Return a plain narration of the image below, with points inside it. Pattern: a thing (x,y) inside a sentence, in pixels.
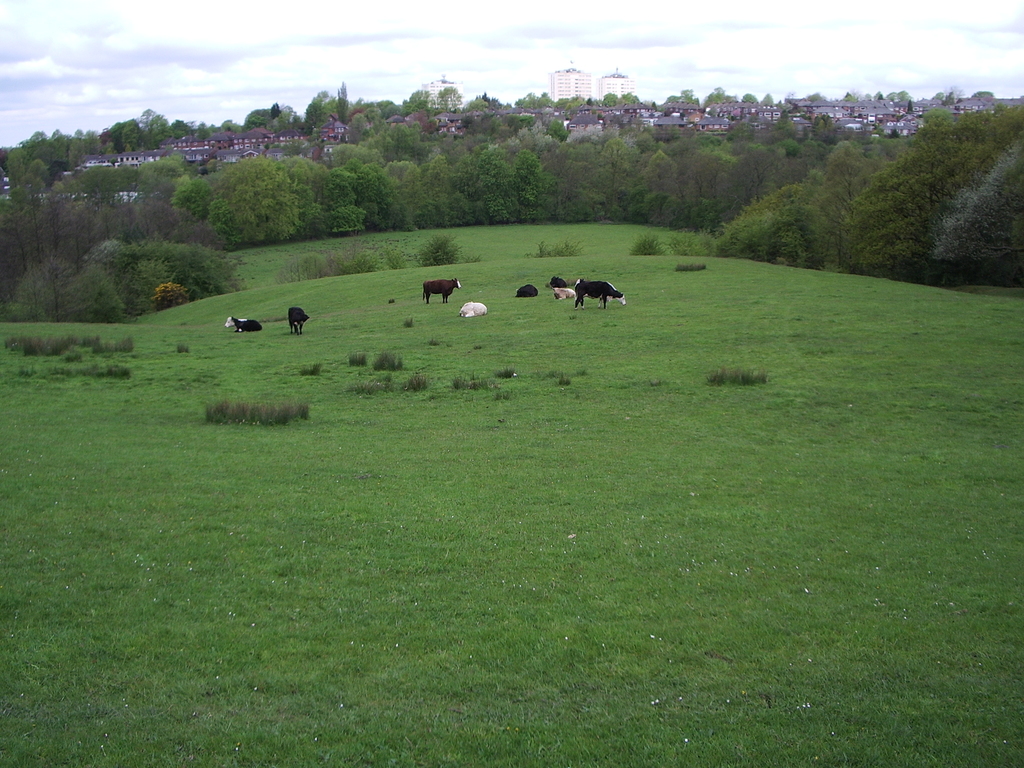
In this image in the center (461,304) there are some cows (478,310), and at the bottom (714,607) there is grass (735,409) and some plants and in the background (560,144) there are some buildings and trees (973,193). At the top (271,91) there is sky (795,81).
